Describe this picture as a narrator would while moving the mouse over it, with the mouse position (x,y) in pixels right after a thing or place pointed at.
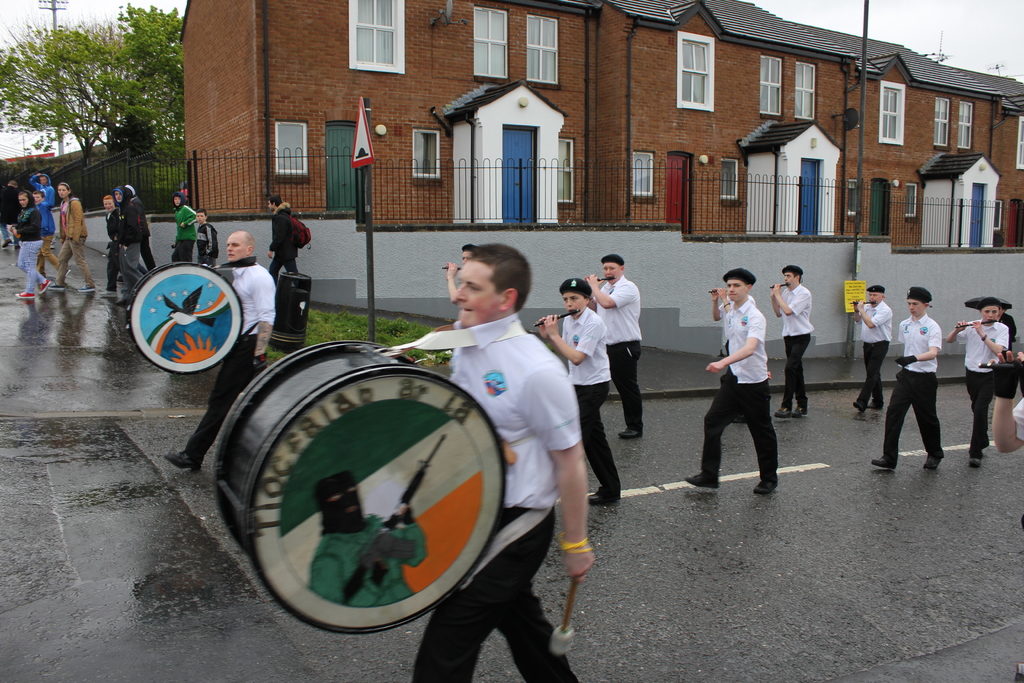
In this image we can see group of persons (529,408) are walking on the road (172,417), and holding the musical instrument (265,436) in the hand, they are playing the drums (242,541), there is a sign board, there is a building (909,177), there is a window (946,142), there is a door (806,188), there is a tree (87,41), there is an electrical pole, there are group of persons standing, there is a sky (874,11).
